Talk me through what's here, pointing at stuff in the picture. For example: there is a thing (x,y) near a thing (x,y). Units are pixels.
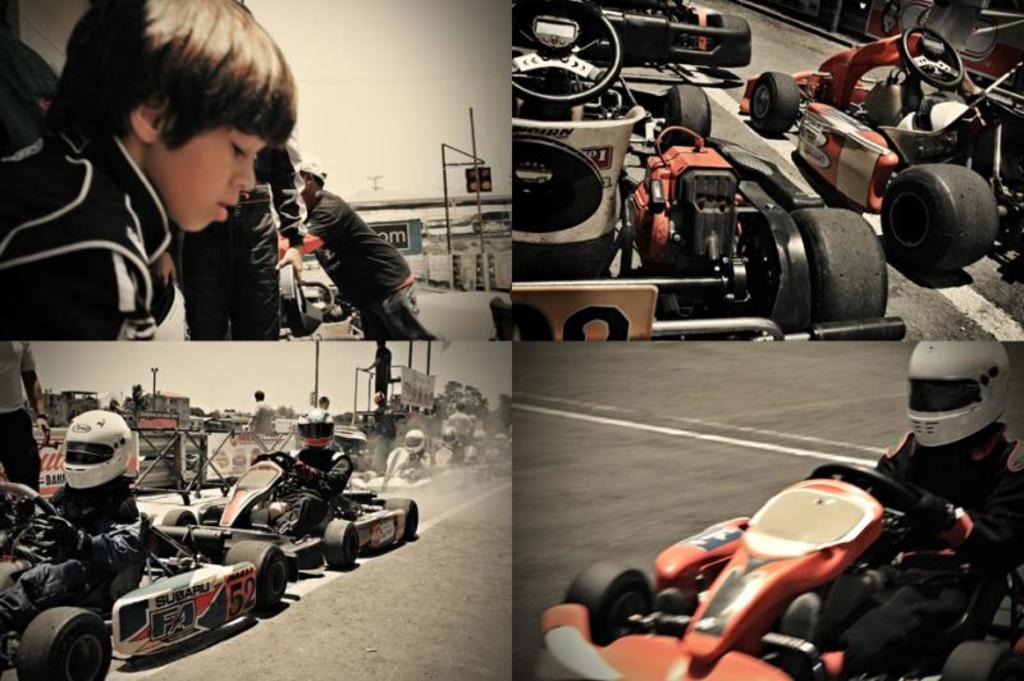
In this image we can see a collage picture. In the collage picture there are racing cars (649,177) and persons (319,504) sitting on the racing cars (270,504).
